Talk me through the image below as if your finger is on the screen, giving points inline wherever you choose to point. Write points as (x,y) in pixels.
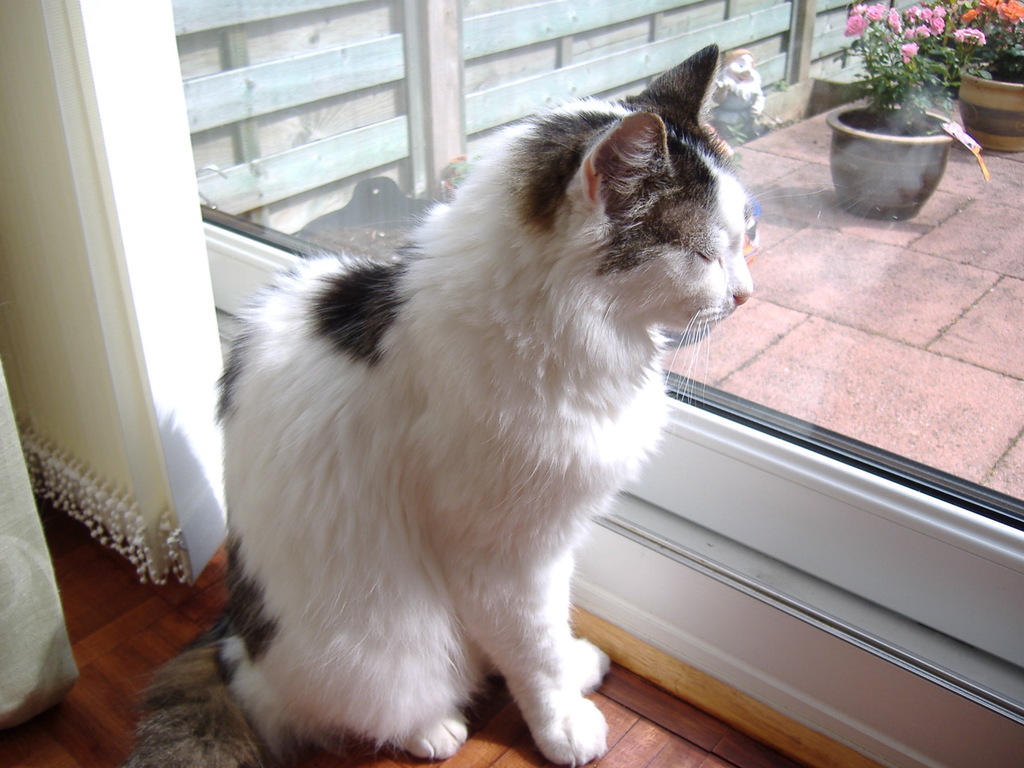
In this image I can see the cat (536,424) which is in white and black color. It is on the wooden floor (112,675). To the side there is a window (872,271) and I can see the flower pots (866,150) through the window (786,269). I can also see the flowers (933,26) which are in pink and orange color.
